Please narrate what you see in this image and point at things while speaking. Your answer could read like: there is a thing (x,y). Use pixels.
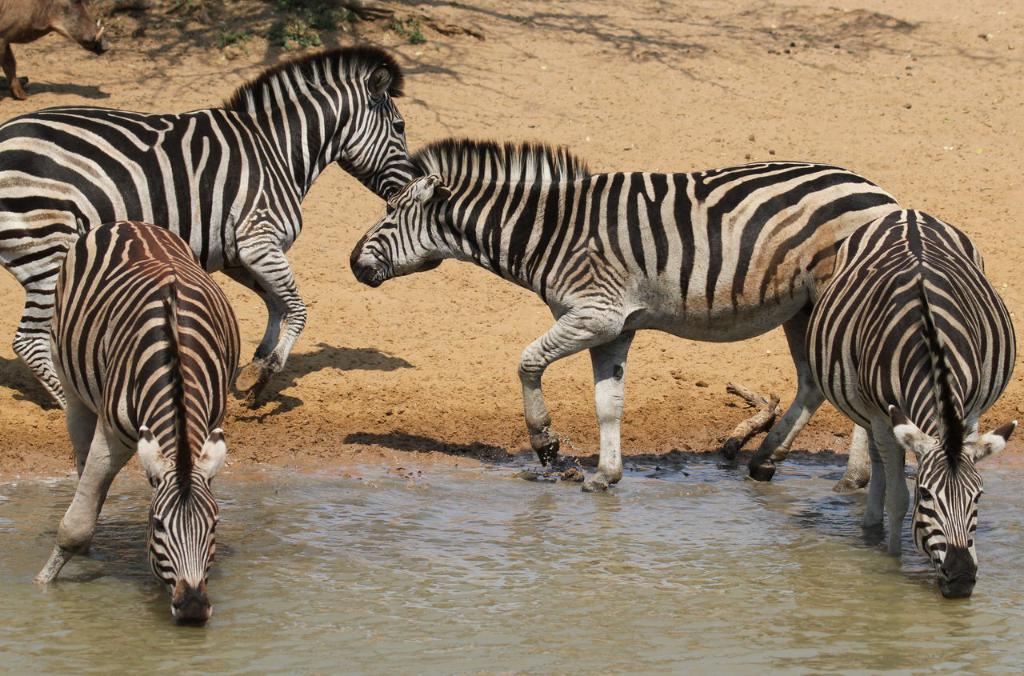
In this image we can see there are few animals (244,189) and there are two zebras (903,438) placing their mouths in the water (692,625). In the background (830,58), we can see the shadow (685,71) of a tree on the surface (718,63) of the sand (718,63).
